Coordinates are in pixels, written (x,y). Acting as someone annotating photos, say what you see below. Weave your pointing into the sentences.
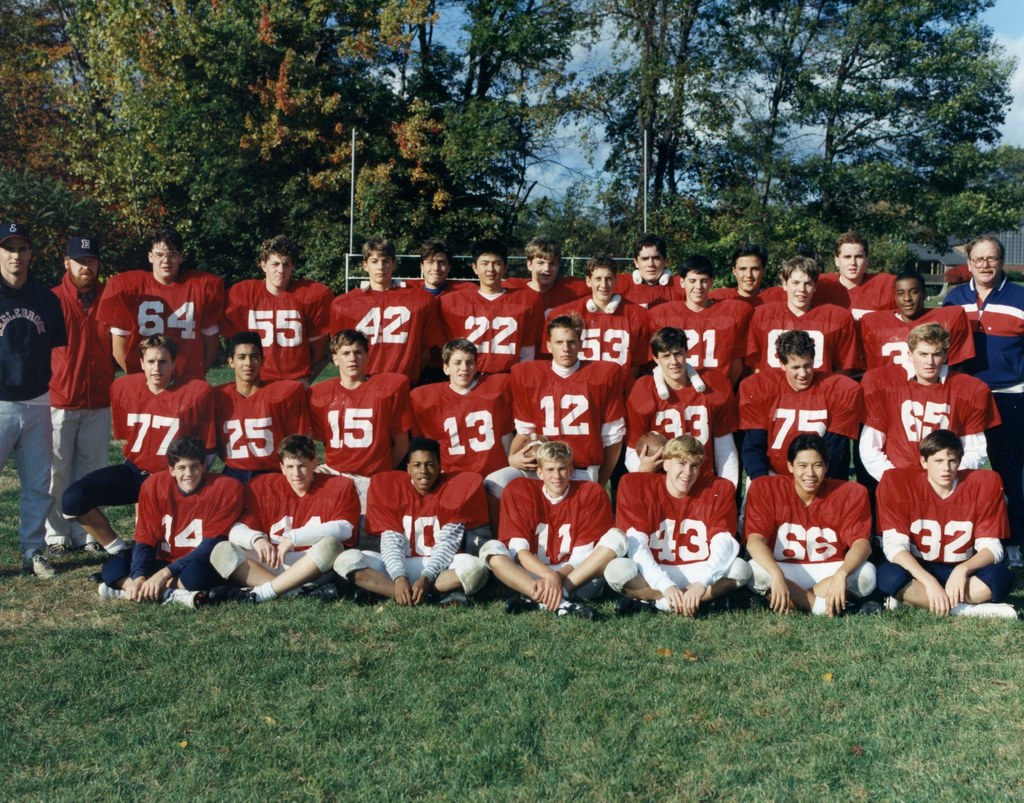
In this picture we can see some people (161,329) standing and some people (715,493) sitting, at the bottom (614,739) there is grass (618,749), we can see trees (881,67) in the background (197,131), there is the sky (619,45) at the top of the picture (592,49).
